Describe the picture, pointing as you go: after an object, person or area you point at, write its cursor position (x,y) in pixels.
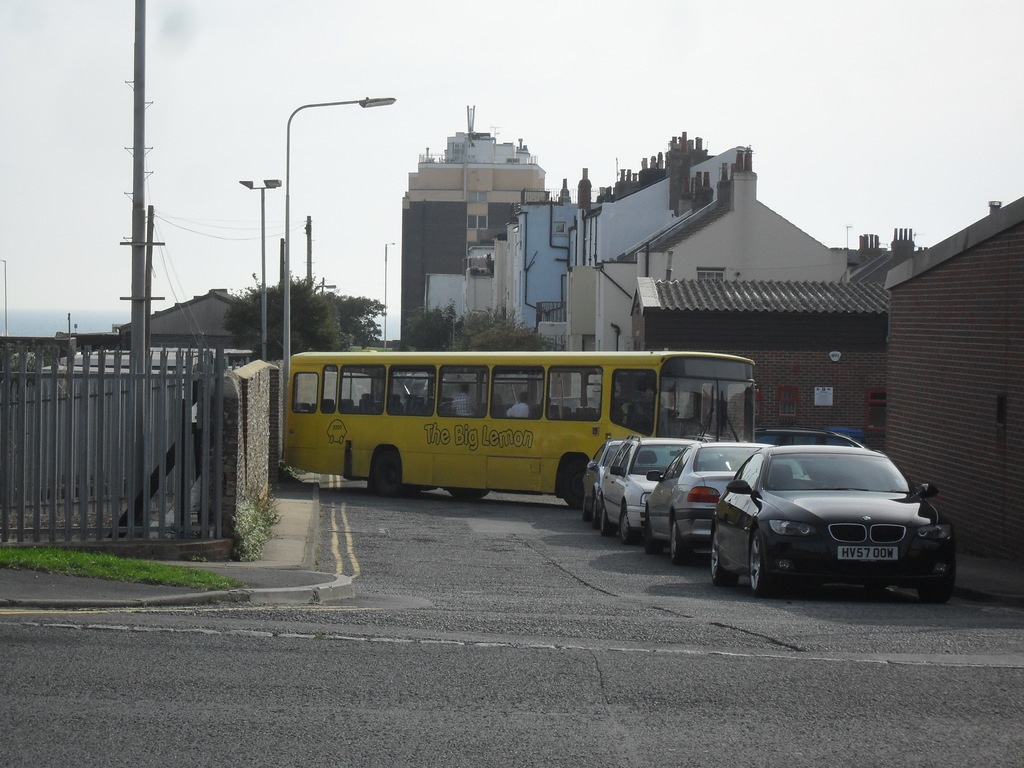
In this image there is a bus (415,369) on the road (399,549). Before it there are few cars (789,565). Few persons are inside the bus (480,423). Left side (131,532) there is a fence (17,447) to the wall (260,433). Behind there are few poles (285,309) and street lights (264,285). Background (326,309) there are few trees (304,318). Behind there are few buildings (981,271). Top of the image (419,114) there is sky (713,140).
